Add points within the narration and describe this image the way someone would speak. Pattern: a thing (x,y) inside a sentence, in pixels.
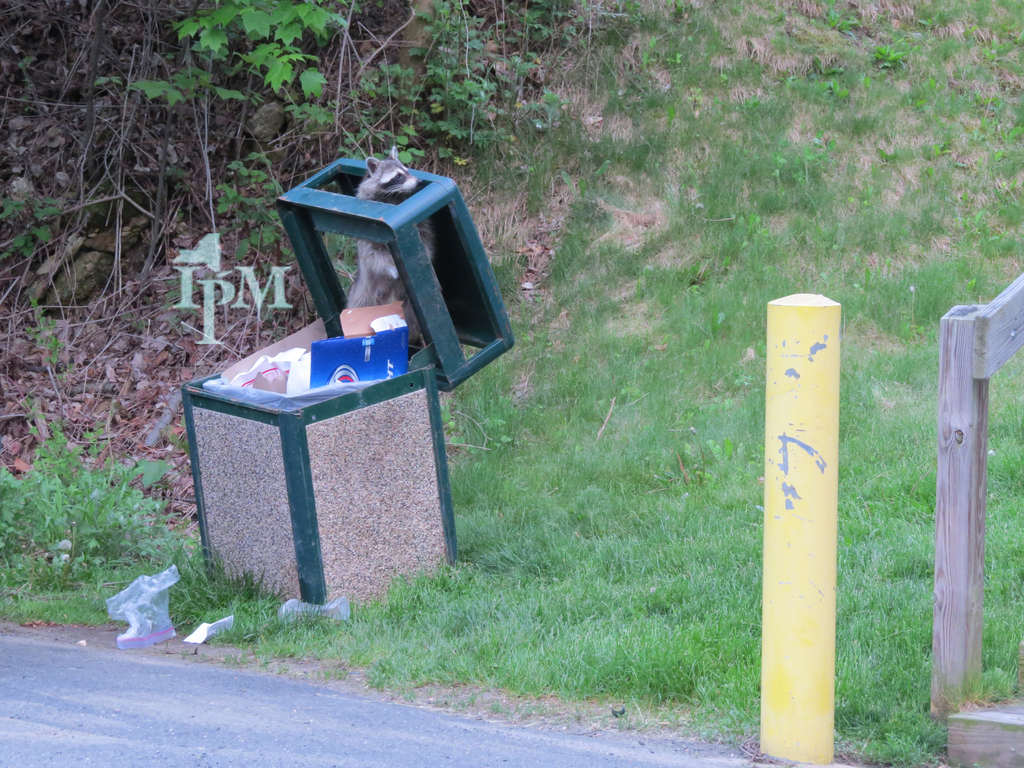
In this image we can see a dustbin (353,421), small pole (813,505), grass (680,559) and plants (400,79). At the bottom of the image (270,750), we can see the road (532,741). It seems like a railing (966,555) on the right side of the image (955,634).
